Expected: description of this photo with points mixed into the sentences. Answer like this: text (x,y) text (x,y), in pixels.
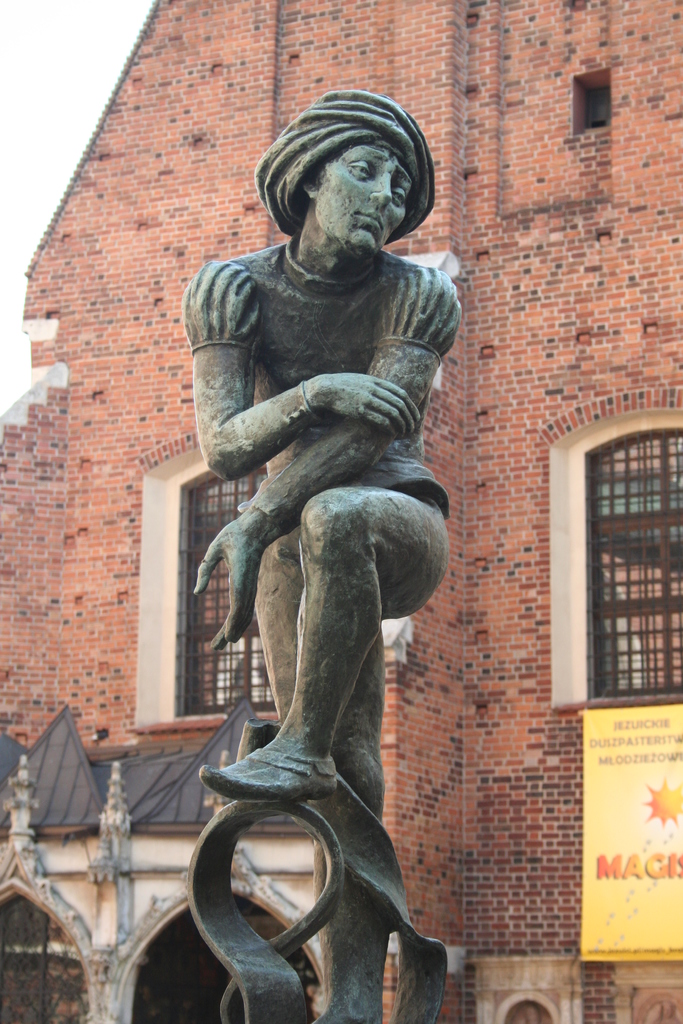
In this image there is a sculpture (319,516). Behind the sculpture (336,112) there is a building (179,645). There are glass windows (210,587) to the building (555,594). In the bottom right (627,777) there is a board (619,809) with text (631,873) on the building (532,792). In the top left (64,85) there is the sky (64,93).
